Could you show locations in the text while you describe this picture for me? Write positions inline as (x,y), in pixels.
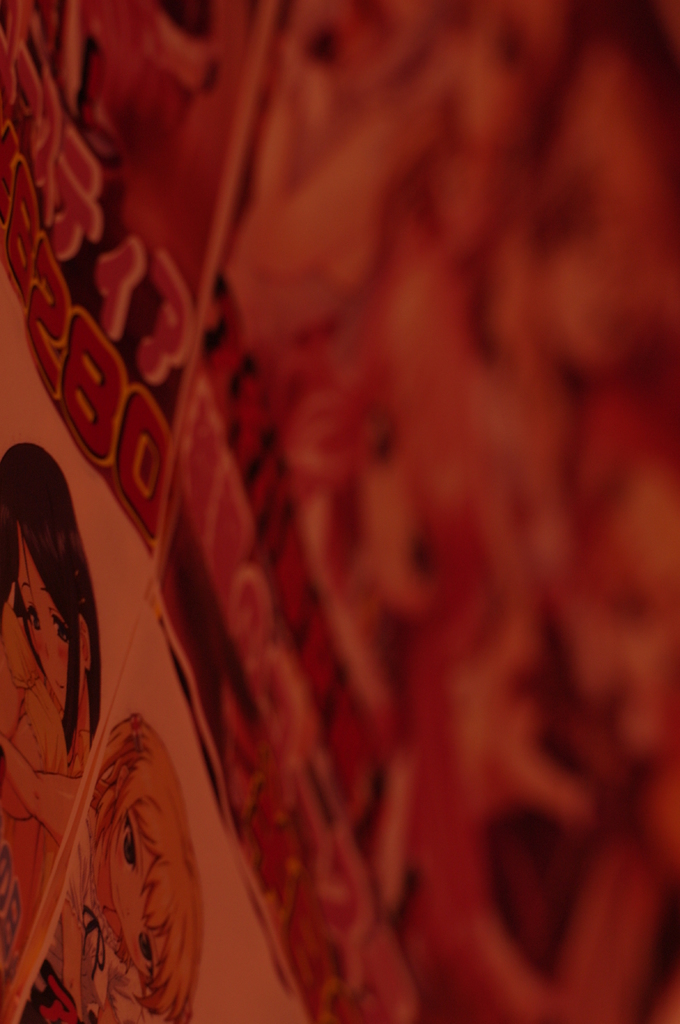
In this image I can see a poster (209,976) of two persons (79,761) and a text (148,284). This image is taken may be in a room (380,626).
